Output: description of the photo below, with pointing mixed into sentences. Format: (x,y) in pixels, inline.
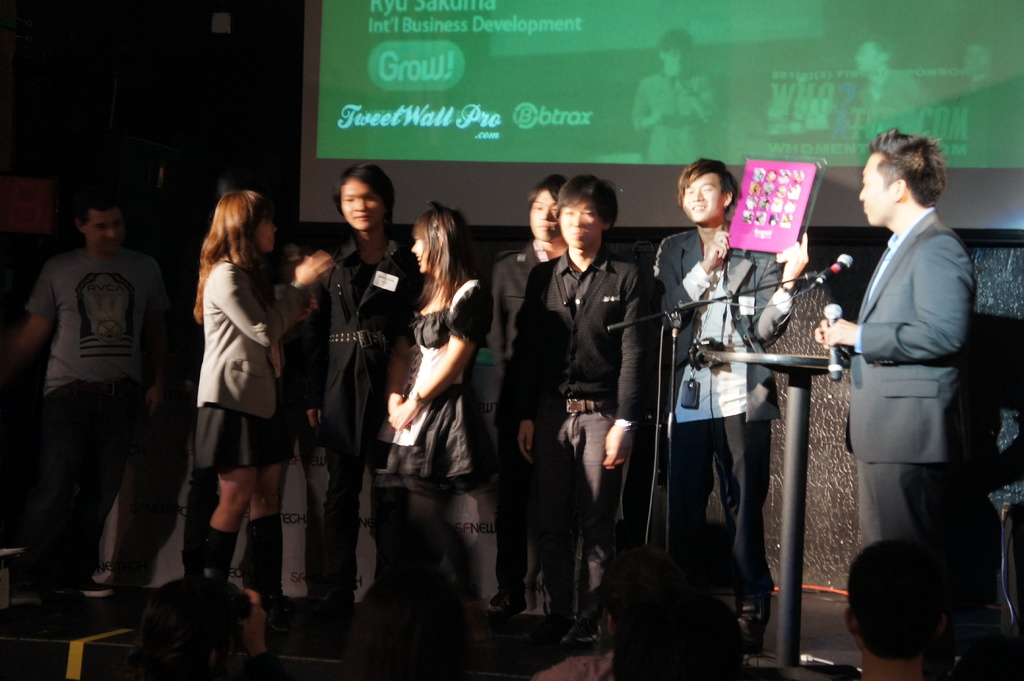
There are people (316,299) standing, this man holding a microphone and this man (784,323) holding a frame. We can see microphone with stand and table (721,357). In the background (239,119) it is dark and we can see screen (842,149). These are audience (377,580).
